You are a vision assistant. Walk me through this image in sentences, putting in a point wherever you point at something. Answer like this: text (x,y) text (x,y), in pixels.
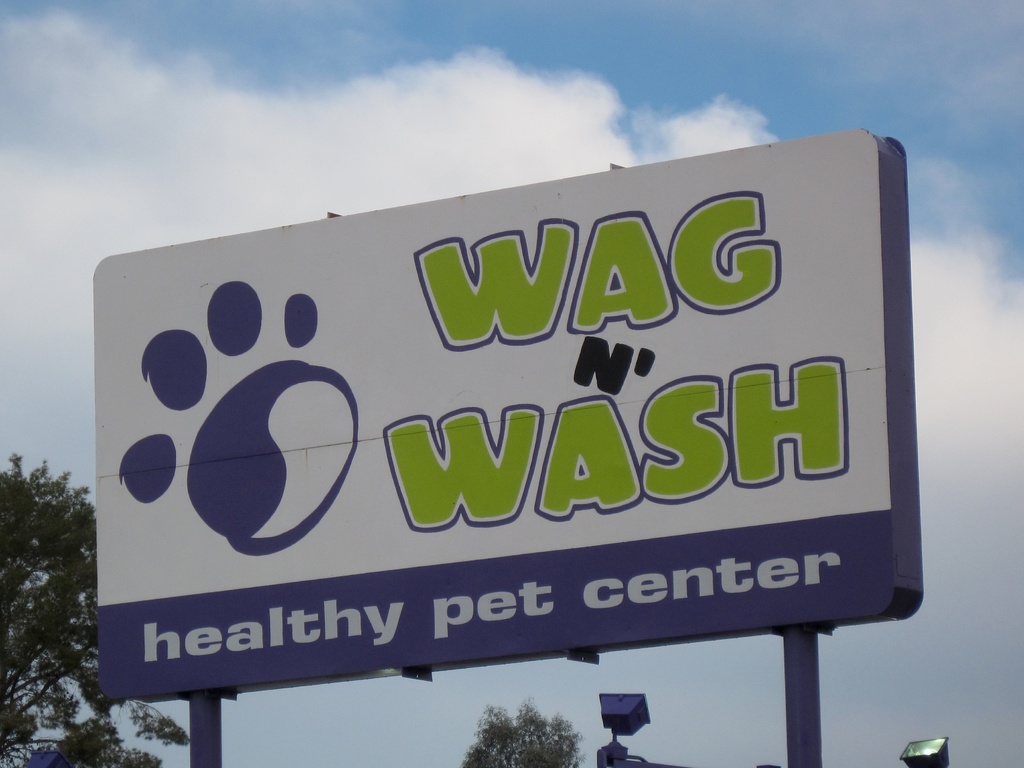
In the foreground of this image (627,480), there is a board (558,469). In the background (77,726), there are trees (505,745), few lights (937,751), sky (810,90) and the cloud (470,108).
